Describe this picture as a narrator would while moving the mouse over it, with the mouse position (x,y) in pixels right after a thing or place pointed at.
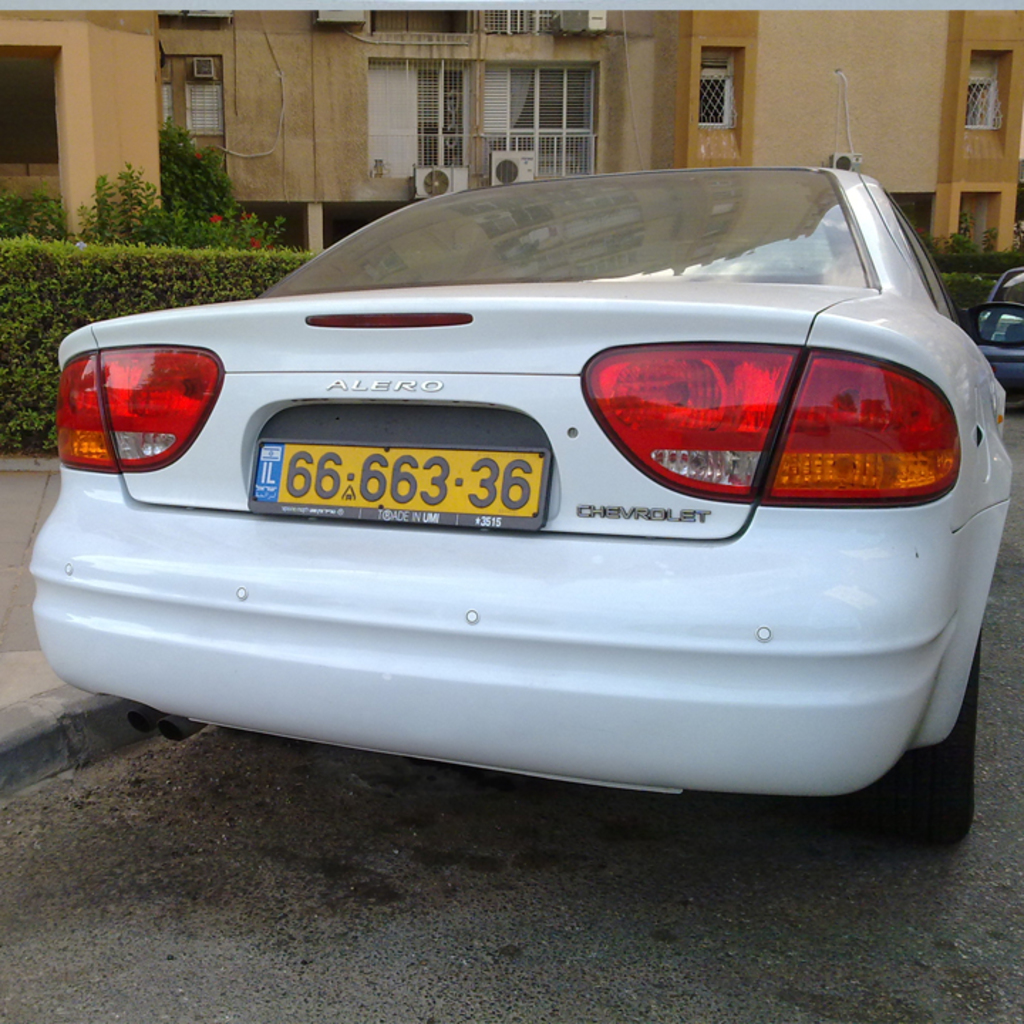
In this picture I can observe a car (510,329) in the middle of the picture (651,543). In the background (148,122) I can observe a building (396,174).
